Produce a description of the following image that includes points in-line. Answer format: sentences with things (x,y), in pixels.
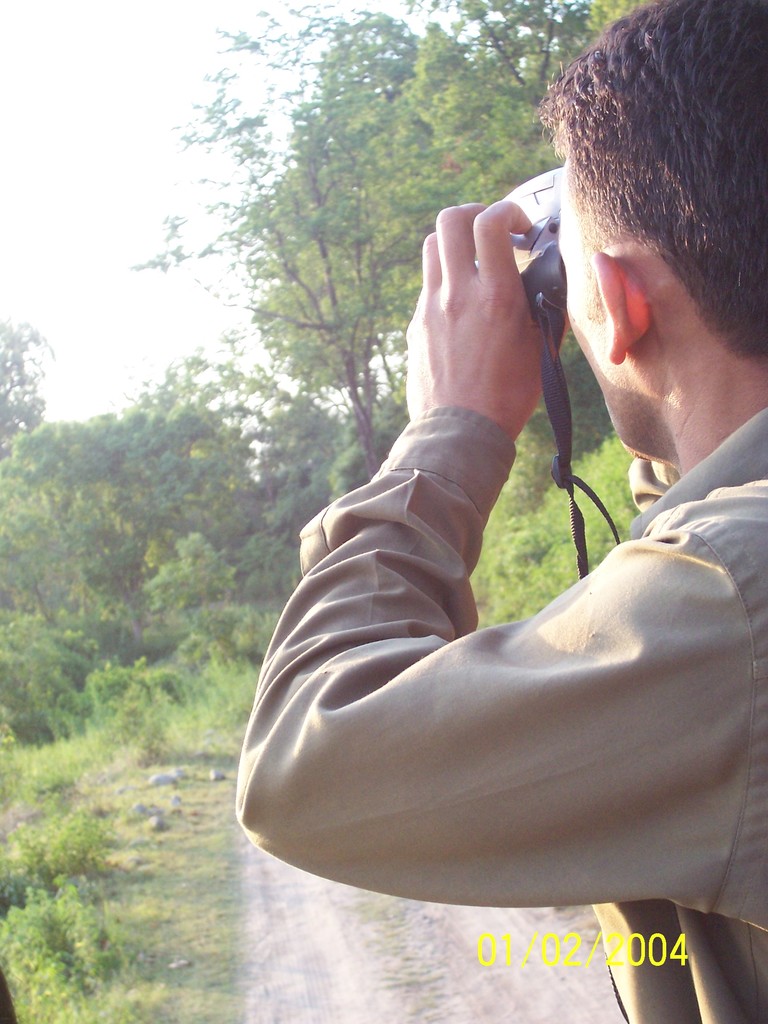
On the right side (745,393), there is a person (758,456) in a shirt (627,680), holding a camera (544,268). On the bottom right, there is a watermark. In the background (435,937), there is a road (249,1007), there are plants (41,757) on the ground (161,798), there are trees (185,539) and there are clouds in the sky (166,212).
